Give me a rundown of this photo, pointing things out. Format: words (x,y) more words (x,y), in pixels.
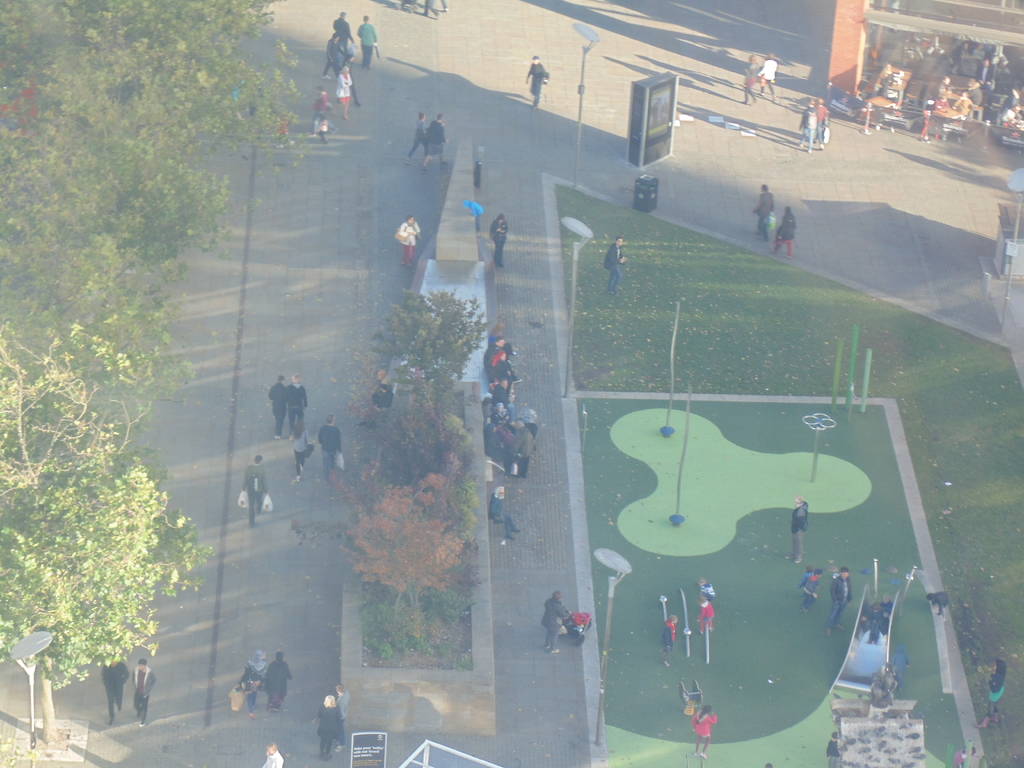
In this image there are group of persons (302,457) standing and walking and there are trees (103,354) on the left side (103,354). On the right side (990,466) there is grass (994,500) on the ground (991,452) and in the background (648,130) there is a board (656,140) and there are persons (370,34).
